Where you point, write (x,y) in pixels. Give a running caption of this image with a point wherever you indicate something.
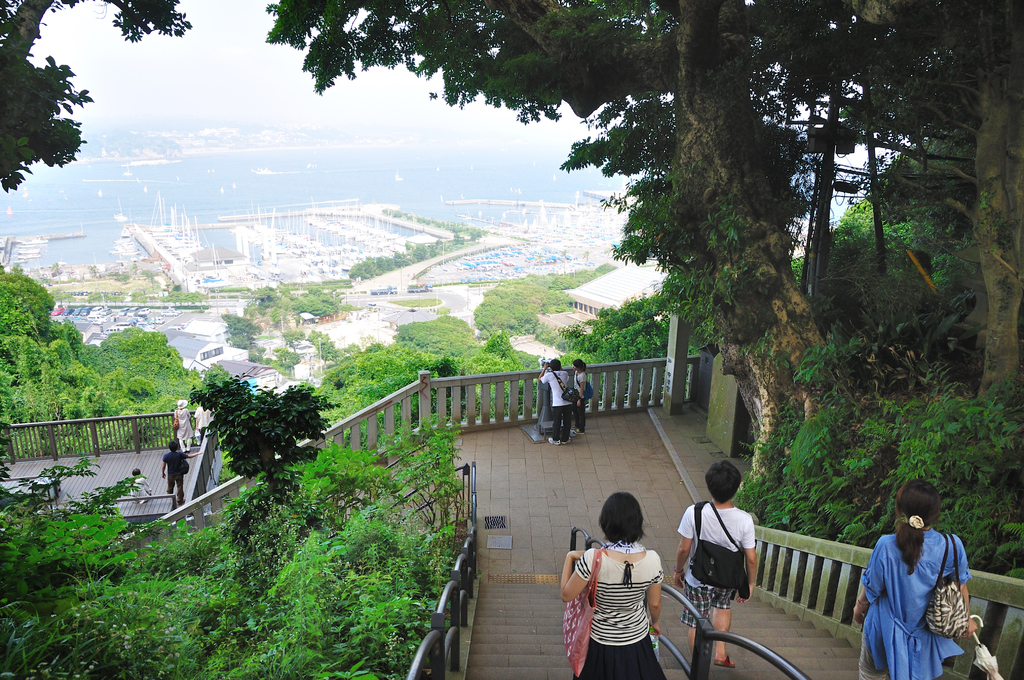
In this picture I can see there are few people (607,574) climbing down the stairs (515,588) and there are few plants (321,560) at left side (186,588) and there are trees (776,415) on the right side (860,312). There are few buildings (260,374), boats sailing on the water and there is an ocean (355,164) and the sky (244,54) is clear.
